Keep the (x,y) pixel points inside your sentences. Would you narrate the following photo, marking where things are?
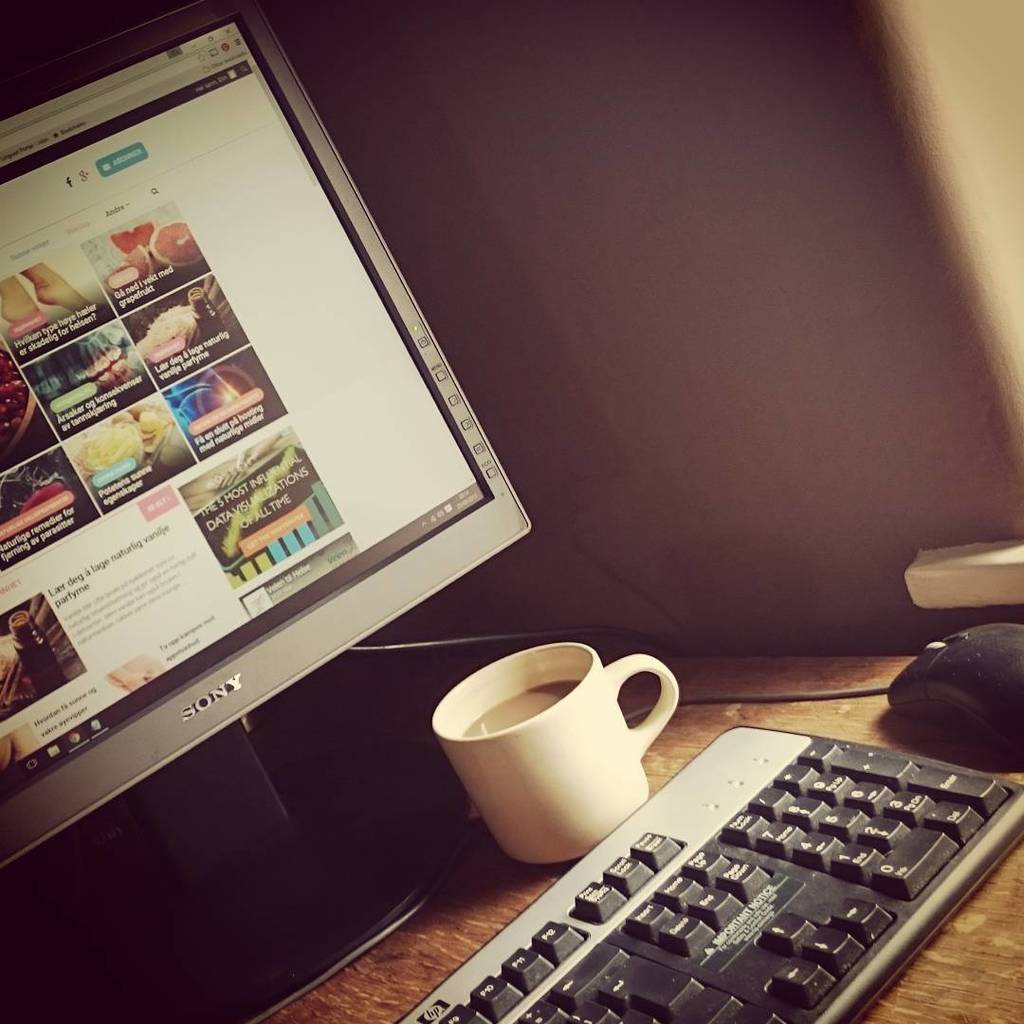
In this image I can see a monitor (365,442), a cup (644,799), a keyboard (922,767) and a mouse (951,677) on this table (934,1014).
